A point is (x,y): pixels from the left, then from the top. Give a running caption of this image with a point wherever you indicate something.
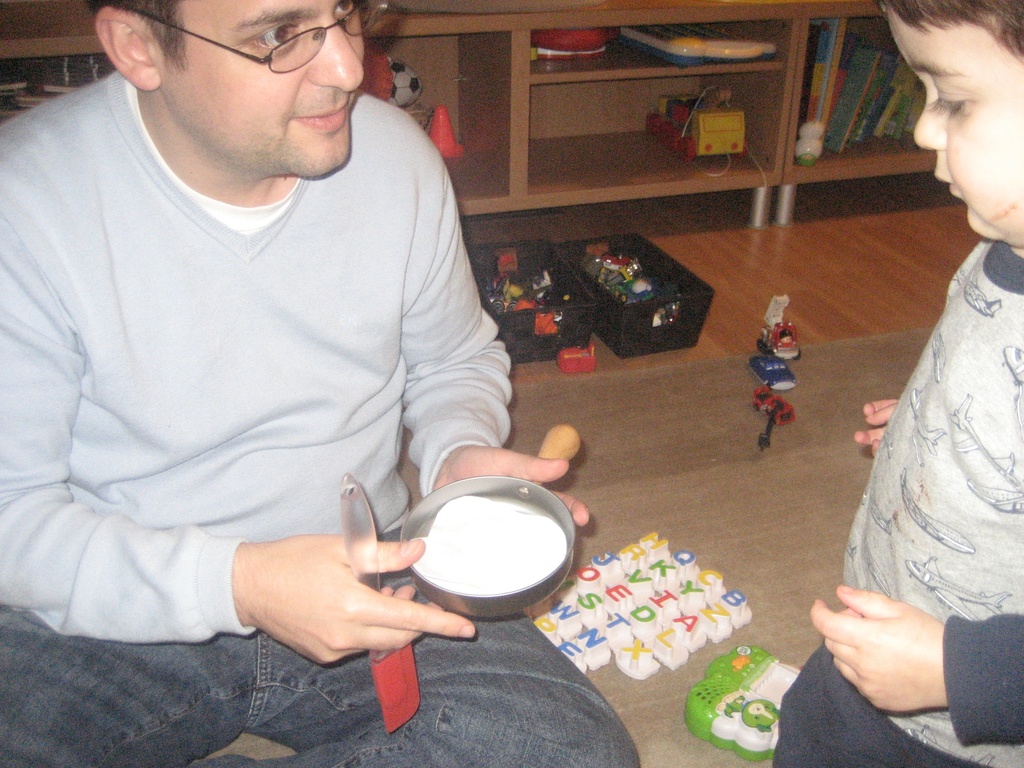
In this picture I can see a kid (1005,614) standing. There is a man (188,607) sitting and holding a pastry brush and an object (540,495). I can see toys (741,661), baskets (516,313), books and some other objects (556,115).
